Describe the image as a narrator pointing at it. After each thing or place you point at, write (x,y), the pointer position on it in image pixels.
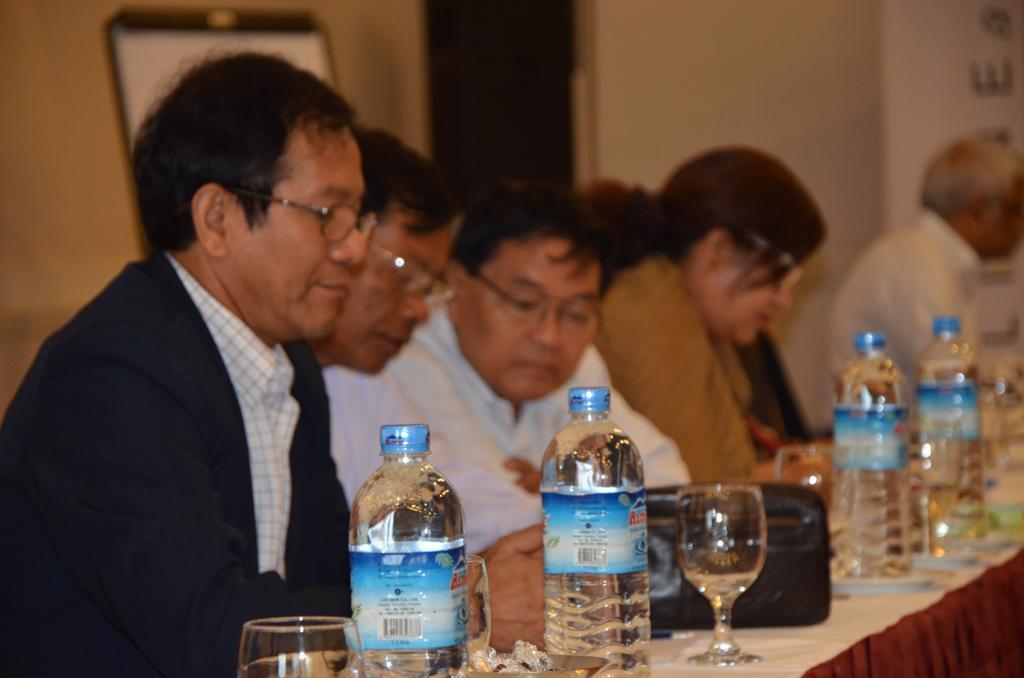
A group of people (207,252) are sitting at a table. There are some bottles (897,432) and water glasses (685,544) on the table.
